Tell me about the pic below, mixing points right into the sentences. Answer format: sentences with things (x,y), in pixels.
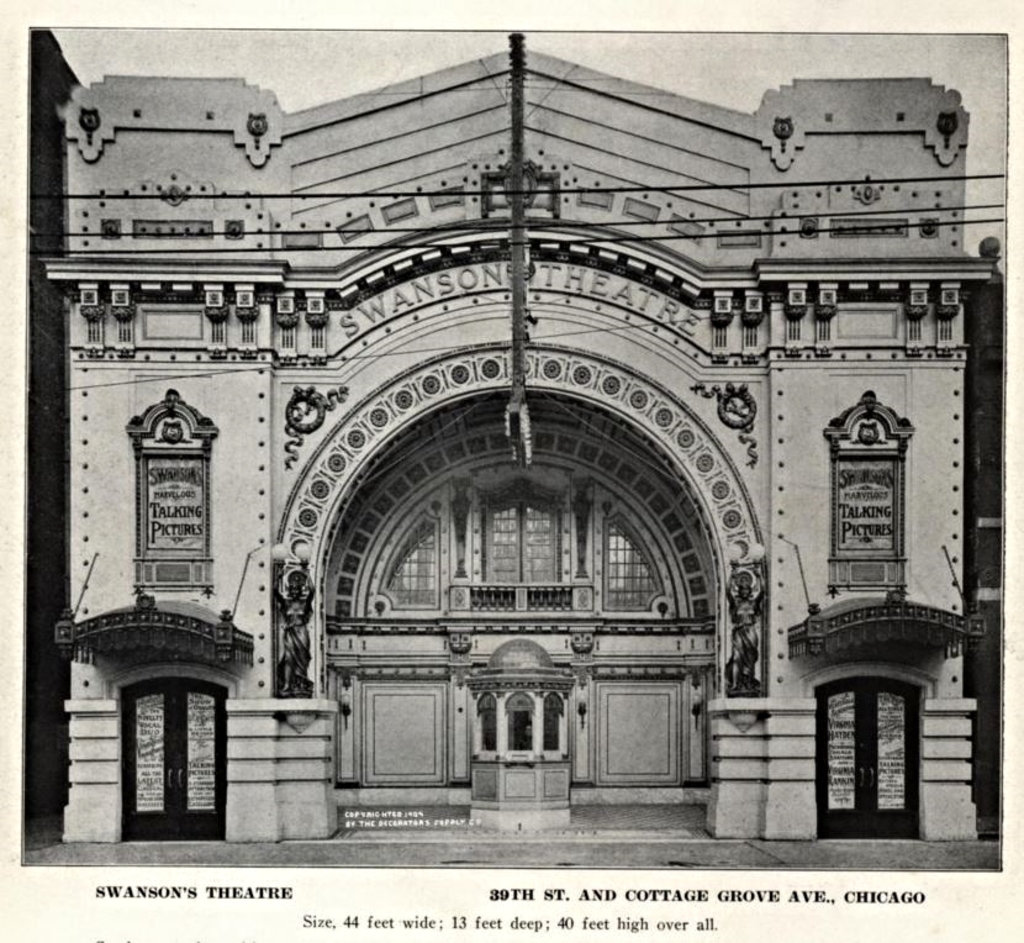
In this picture we can see a black and white photograph, here we can see a building (665,485), a glass window (544,545), a board (852,521) and some wires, at the bottom (630,922) there is some text (460,915).
